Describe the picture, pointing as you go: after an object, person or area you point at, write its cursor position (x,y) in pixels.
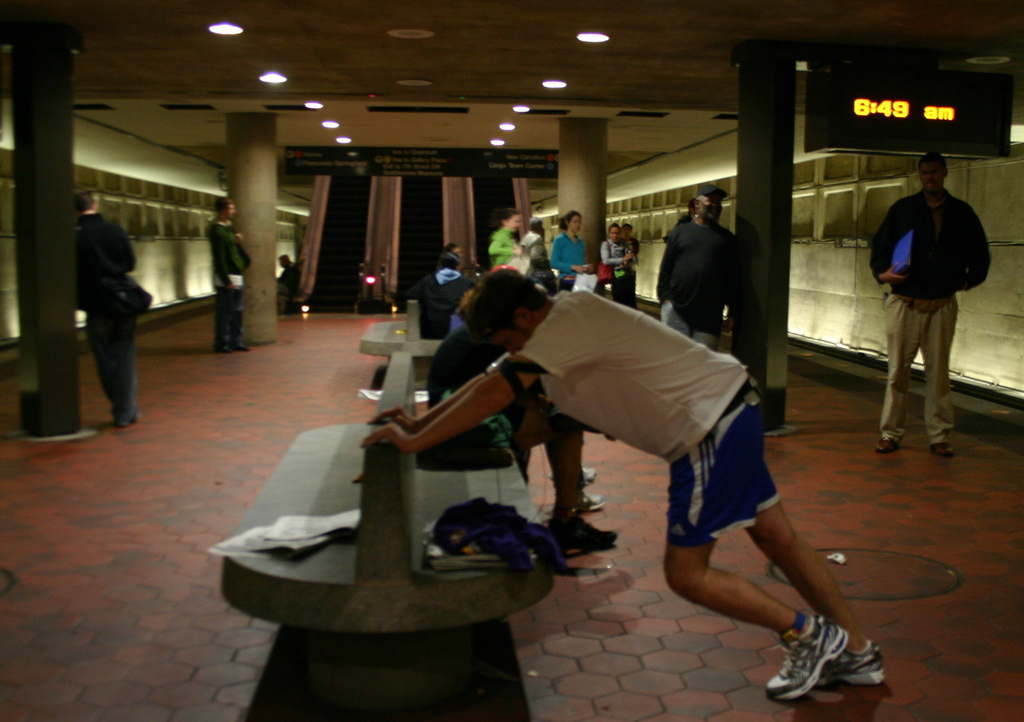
In this image there is a person (673,489) holding the bench (319,555) having papers (324,539), clothes (488,526) and few objects (432,553). People (458,278) are sitting on the benches (443,499). Few people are standing on the floor (190,389). There are boards (319,164) and lights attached to the roof (463,72). There are pillars (42,142) attached to the roof (646,95). Background there is a wall (192,215). Right side (924,335) there is person (934,270) holding an object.
